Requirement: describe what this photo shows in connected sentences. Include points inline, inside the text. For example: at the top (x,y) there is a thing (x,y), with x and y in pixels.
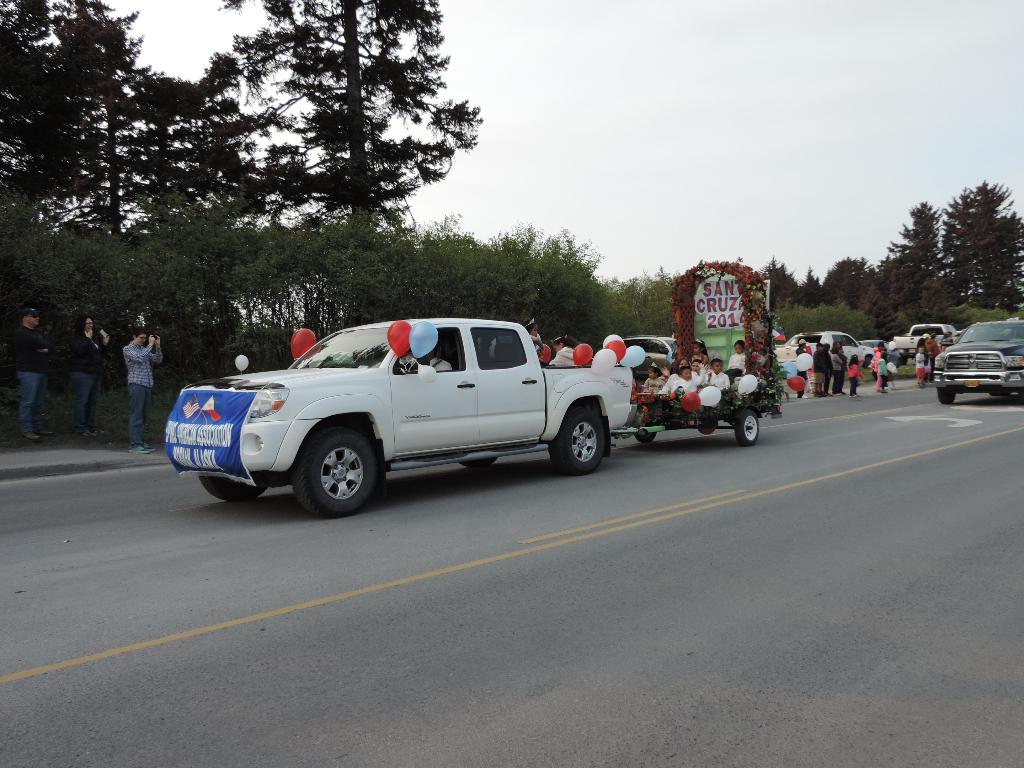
In this image I can see few vehicles (382,341), balloons (408,335), banners (734,295) and few people (740,344) standing on the road (815,402). I can see a vehicle (747,328) is decorated with flowers (750,320). Back I can see few trees (312,177) and sky (485,115) is in white and blue color.
